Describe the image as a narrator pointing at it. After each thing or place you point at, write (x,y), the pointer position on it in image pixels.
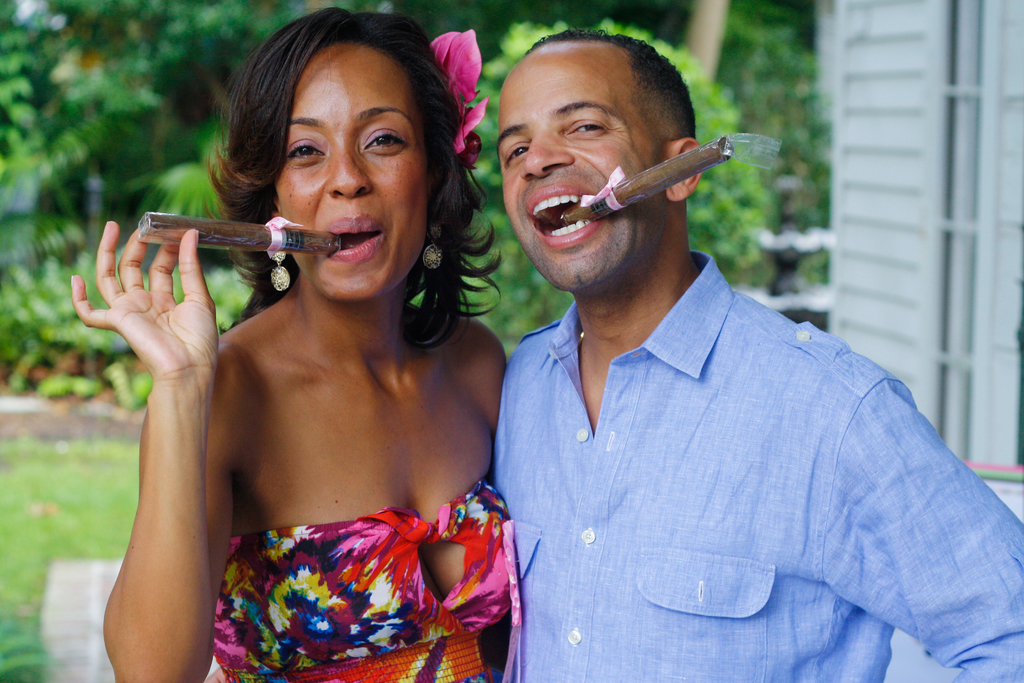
In this image, there are a few people (456,197) with some objects (610,205) in their mouth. We can see the ground (90,535) covered with grass (31,507). We can see some plants (654,33) and a white colored object (877,318) on the right (1015,360).
